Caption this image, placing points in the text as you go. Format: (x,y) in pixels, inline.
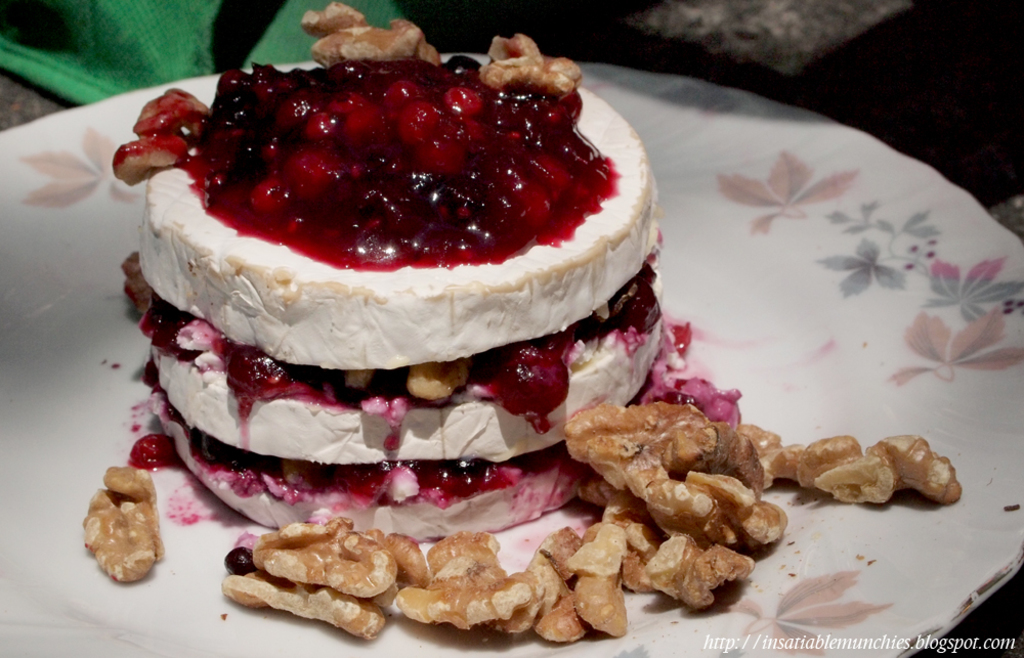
In this image we can see the food item (409,341) which looks like a cake (271,238) with nuts (914,487) in a plate (891,326) and we can see some objects (83,29) at the top of the image (129,47).
